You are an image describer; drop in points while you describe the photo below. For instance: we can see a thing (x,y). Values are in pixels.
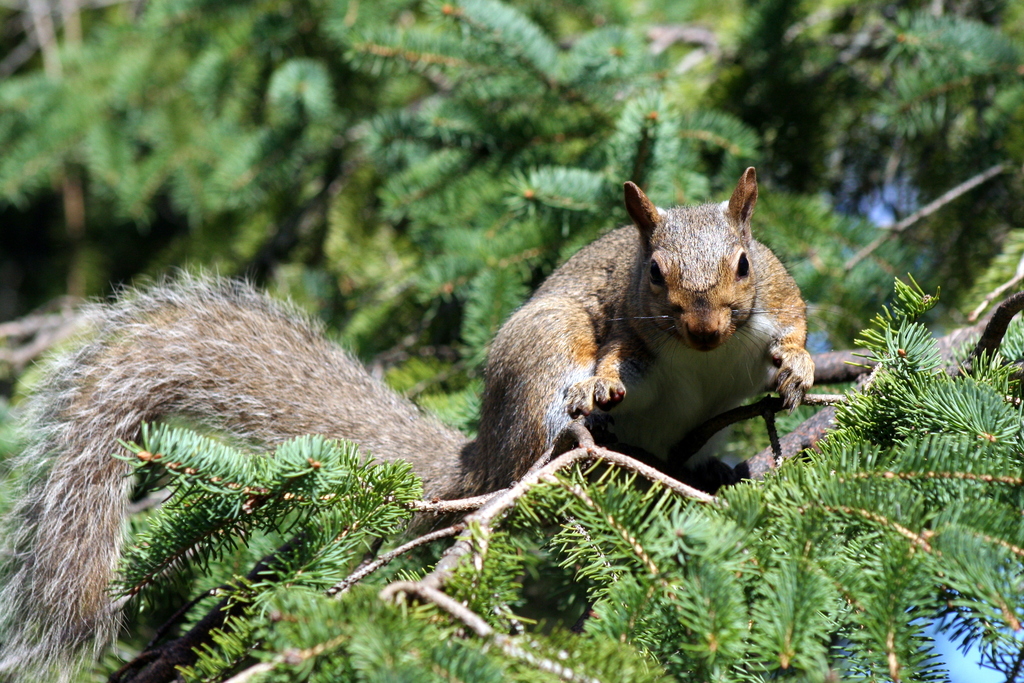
In this image we can see a squirrel (673,294) on the branch (337,450) of a tree (484,281).
